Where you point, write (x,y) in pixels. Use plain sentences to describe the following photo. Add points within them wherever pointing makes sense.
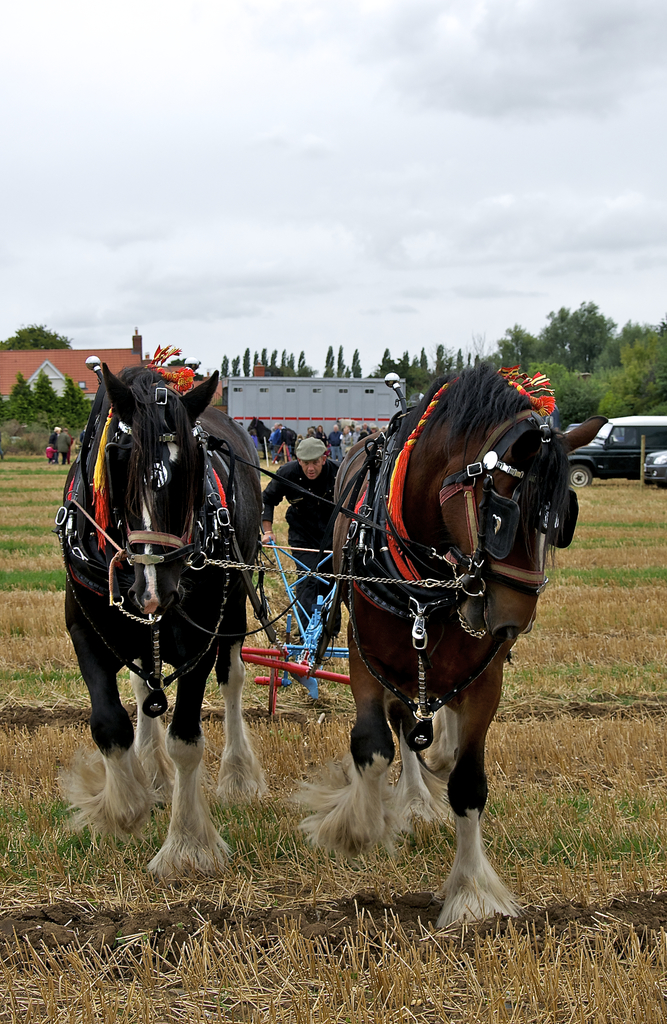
This image consists of two horses (523,534) in brown and black color. At the bottom (263,945), there is dry grass (103,884). In the middle (317,593), there is a man (284,492). In the background (602,360), we can see many trees (631,331) and buildings (296,376). On the right (620,447), there are car (609,465) parked on the grass (634,511). At the top (325,169), there are clouds (255,174) in the sky (239,173).
